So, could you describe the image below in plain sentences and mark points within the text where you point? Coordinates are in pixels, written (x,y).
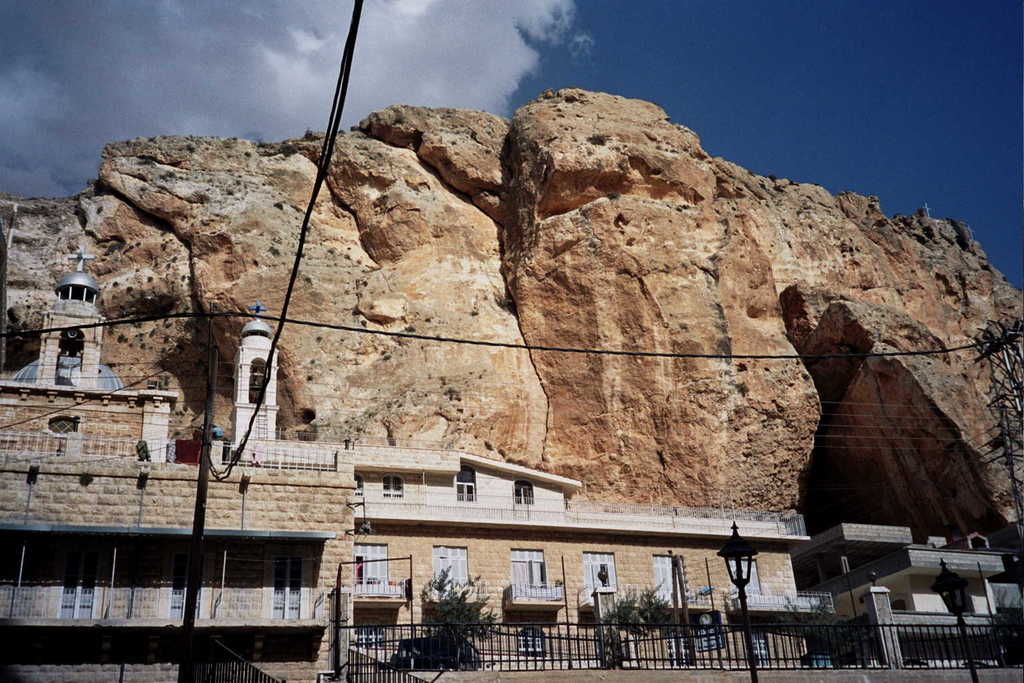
In this image I can see few light poles (964,616). In the background (821,628) I can see the railing (823,602), few plants (838,623) in green color, few buildings (308,575) and I can also see the rock (498,281) and the sky (613,70) is in blue and white color.
